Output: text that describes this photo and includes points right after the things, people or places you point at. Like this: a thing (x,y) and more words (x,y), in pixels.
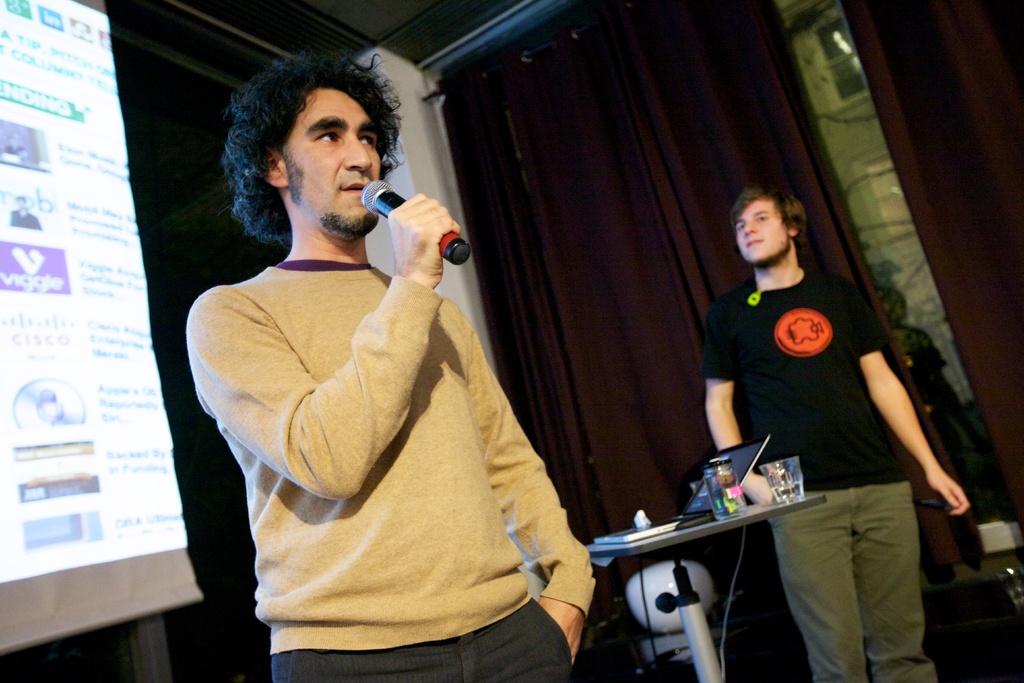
In this image i can see a person (361,383) standing and holding a microphone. In the background (615,210) i can see a curtain (675,233), a person (833,421) standing, a table (679,536) on which there is a laptop (702,503), a glass (790,496) and a bottle (717,497).
